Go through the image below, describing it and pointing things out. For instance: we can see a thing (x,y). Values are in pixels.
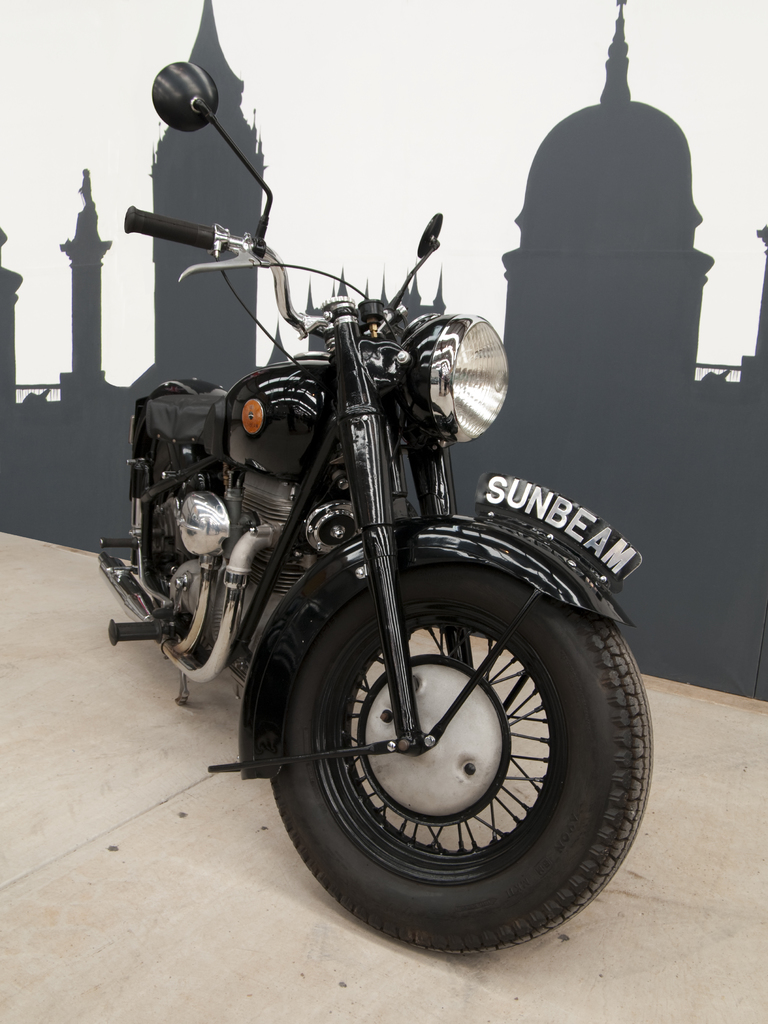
In this image we can see a black color bike (434,792) on the floor (653,824) and also we can see a poster (317,67) with an image (67,510) on it.
